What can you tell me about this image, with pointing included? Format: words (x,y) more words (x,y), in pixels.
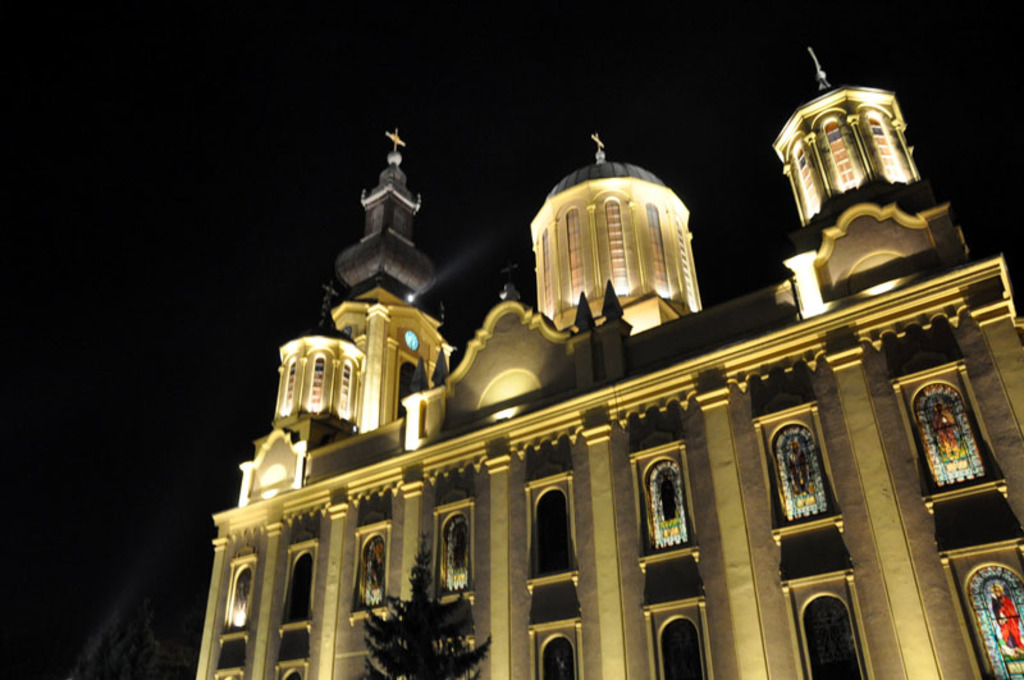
In this image I can see a building (473,413) in cream and brown color and I can see dark background (6,157).
